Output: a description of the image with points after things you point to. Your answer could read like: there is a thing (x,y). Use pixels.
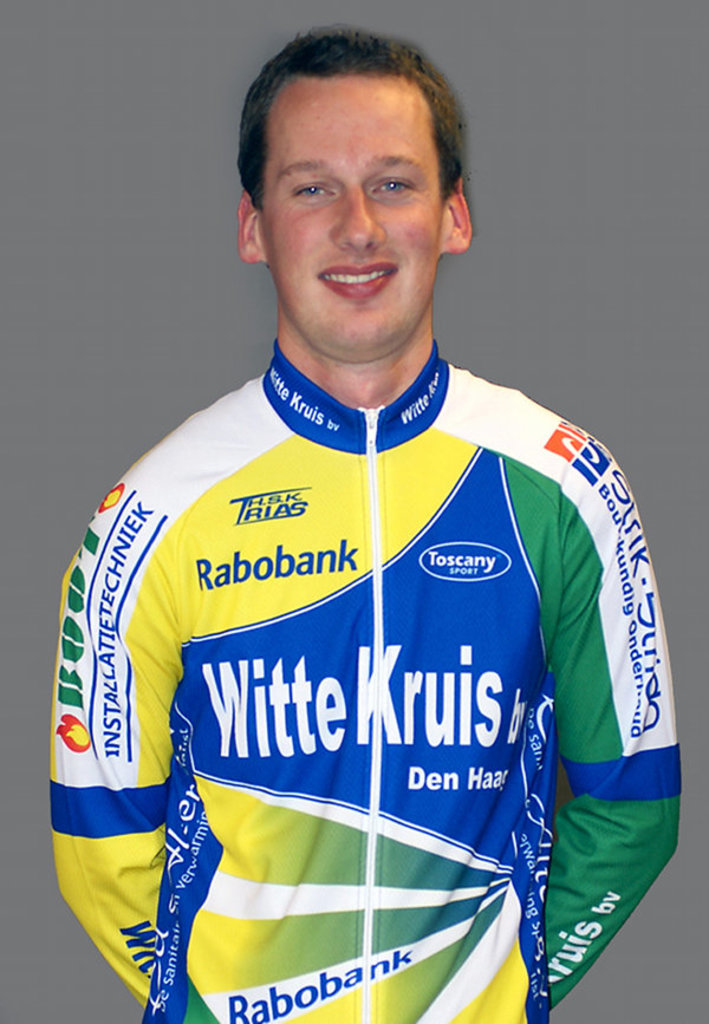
In the picture there is a sports player (246,524), he is posing for the photograph and on his shirt (352,587) there are names (112,628) of different sponsors companies.
